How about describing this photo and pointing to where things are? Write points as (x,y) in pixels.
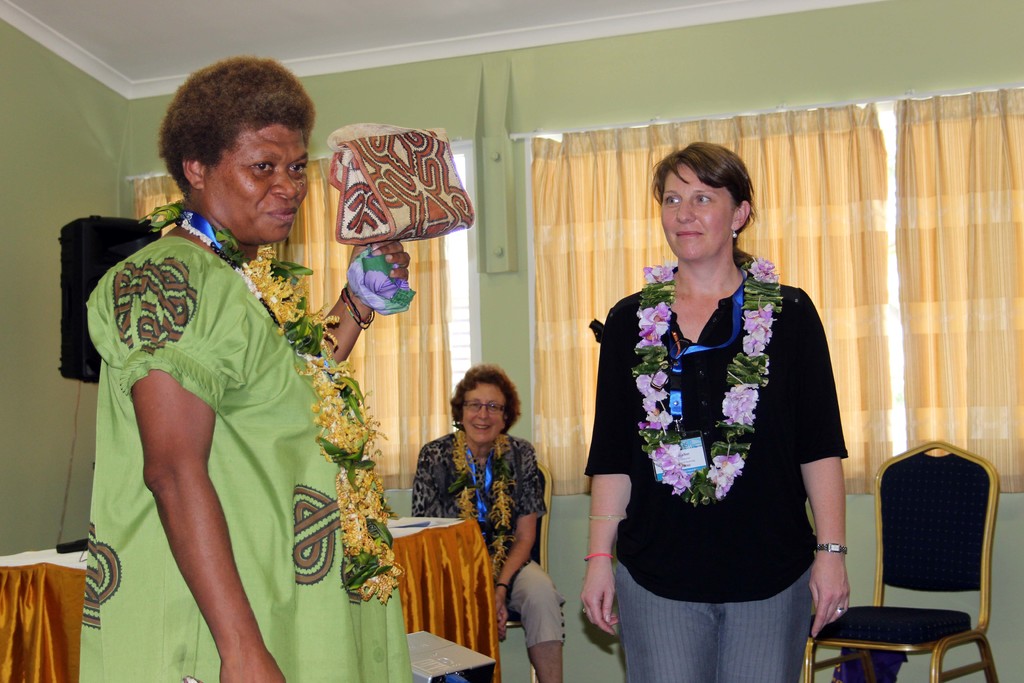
Here we can see two persons (687,349) are standing on the floor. This is chair (517,616) and there is a woman (492,544) sitting on the chair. This is table (481,556). On the table (408,540) there is a cloth (483,588). This is wall (16,299) and there are curtains (867,269).
